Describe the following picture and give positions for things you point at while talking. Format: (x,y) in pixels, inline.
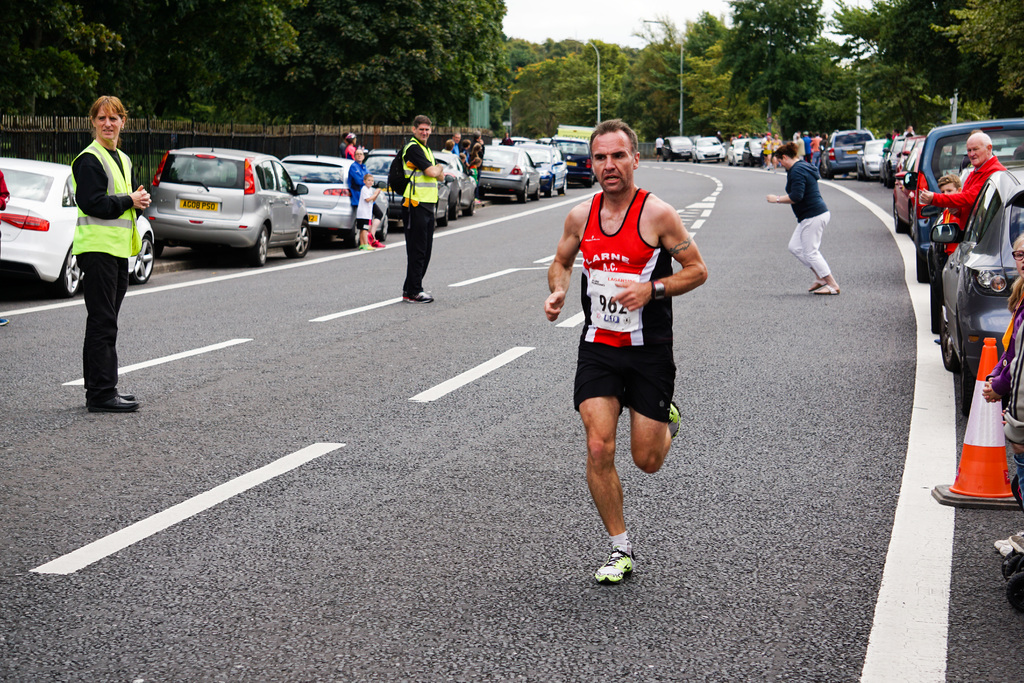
In the middle of the image (424,274) we can see persons (1021,405) standing on the road (356,445) and a man (671,306) running on the road (257,605). In the background (176,230) there are motor vehicles (242,195) parked on the road (896,287), traffic cones (974,432), street lights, street poles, trees (256,88), fence (258,127) and sky (557,21).
